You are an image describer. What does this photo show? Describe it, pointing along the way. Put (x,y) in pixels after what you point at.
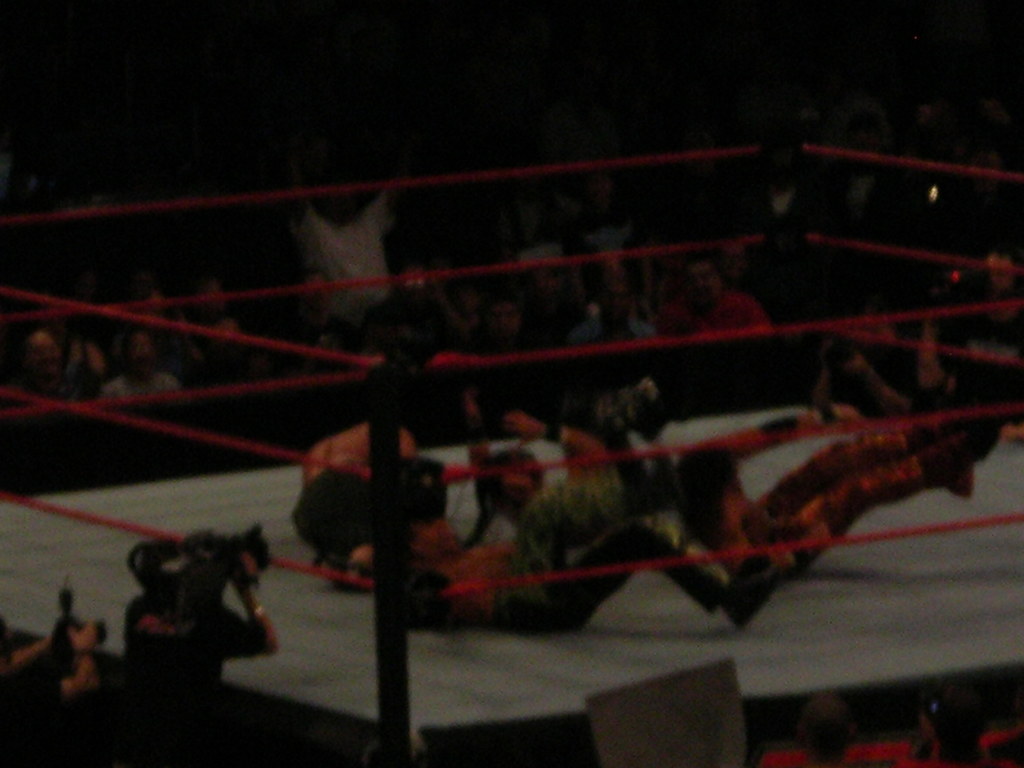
In this image we can see a few people (612,484), some of them are fighting in the ring (515,635), there are some ropes (365,365), poles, and a person (149,741) is holding a video camera (212,559), and the background is blurred.
